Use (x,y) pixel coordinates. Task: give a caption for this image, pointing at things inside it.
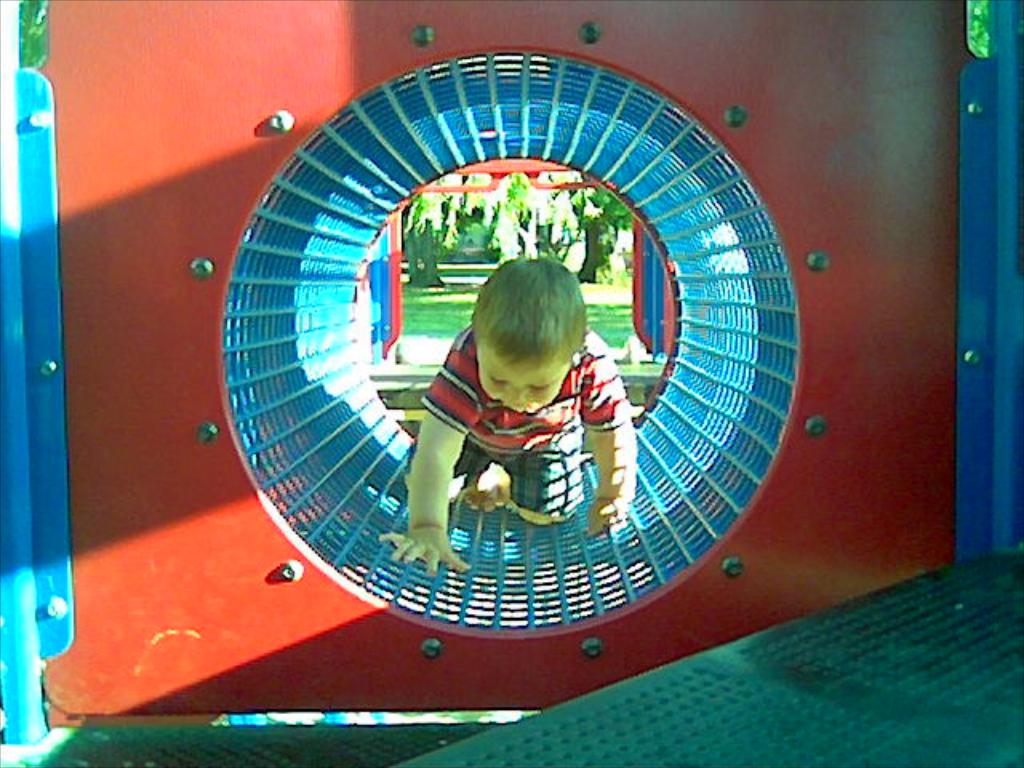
In this image we can see a red color object (723,570) and there is a boy (596,381) in the center of the object (188,596). In the background (501,237) we can see some trees (598,225).
